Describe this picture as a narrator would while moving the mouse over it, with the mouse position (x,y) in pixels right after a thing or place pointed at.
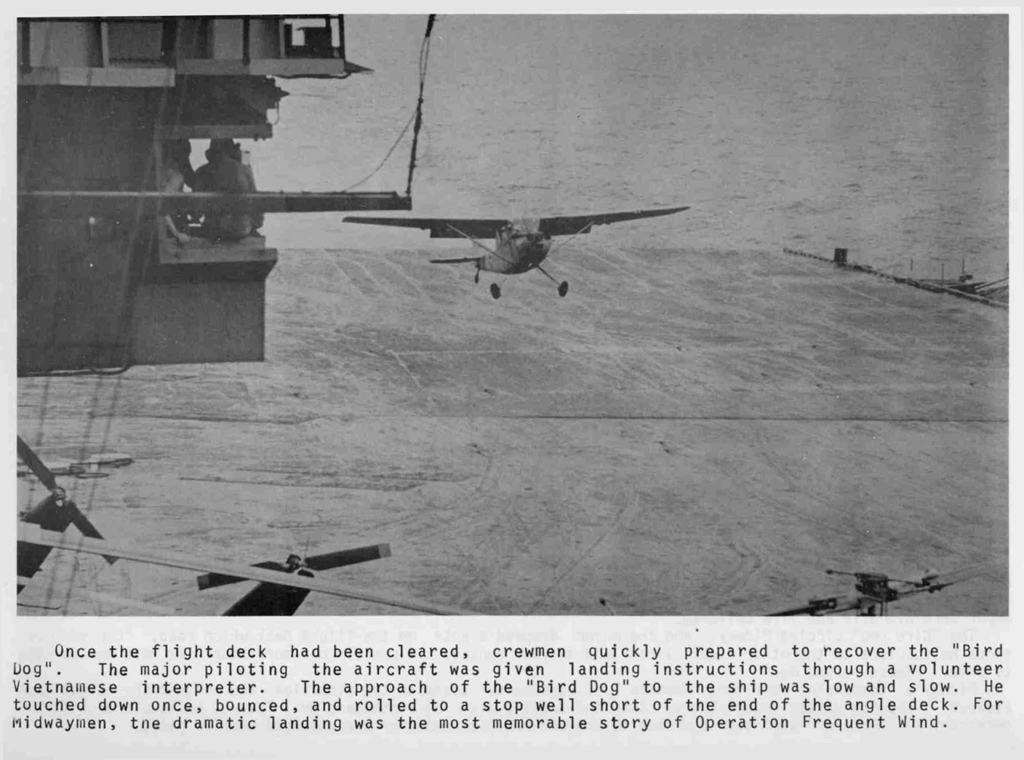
In this image there are pictures (439,402) and text (440,721). In the picture (292,409) there is an airplane (447,230) flying in the air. Below the picture (697,123) there is text (549,668) in the image.
